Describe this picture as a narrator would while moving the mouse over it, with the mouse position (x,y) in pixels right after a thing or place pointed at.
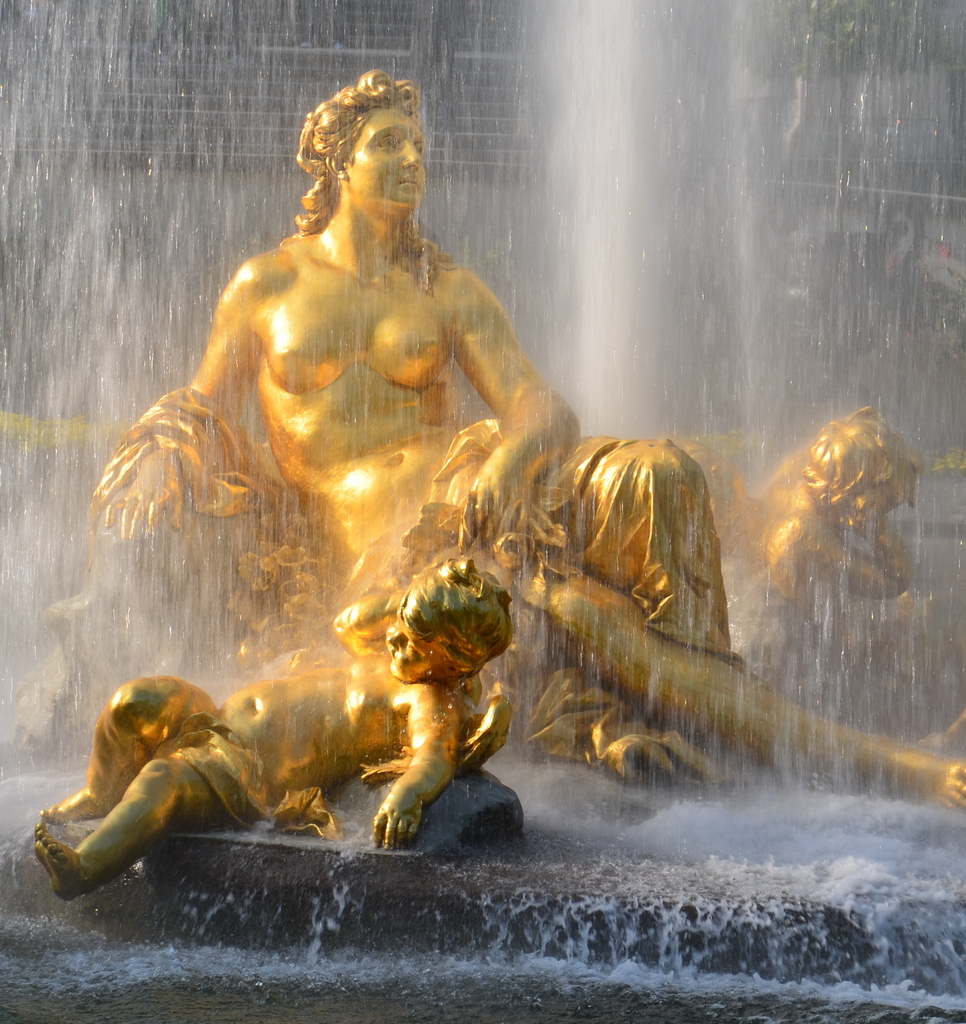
We can see water (804,11) and gold color statues of people (475,490).
